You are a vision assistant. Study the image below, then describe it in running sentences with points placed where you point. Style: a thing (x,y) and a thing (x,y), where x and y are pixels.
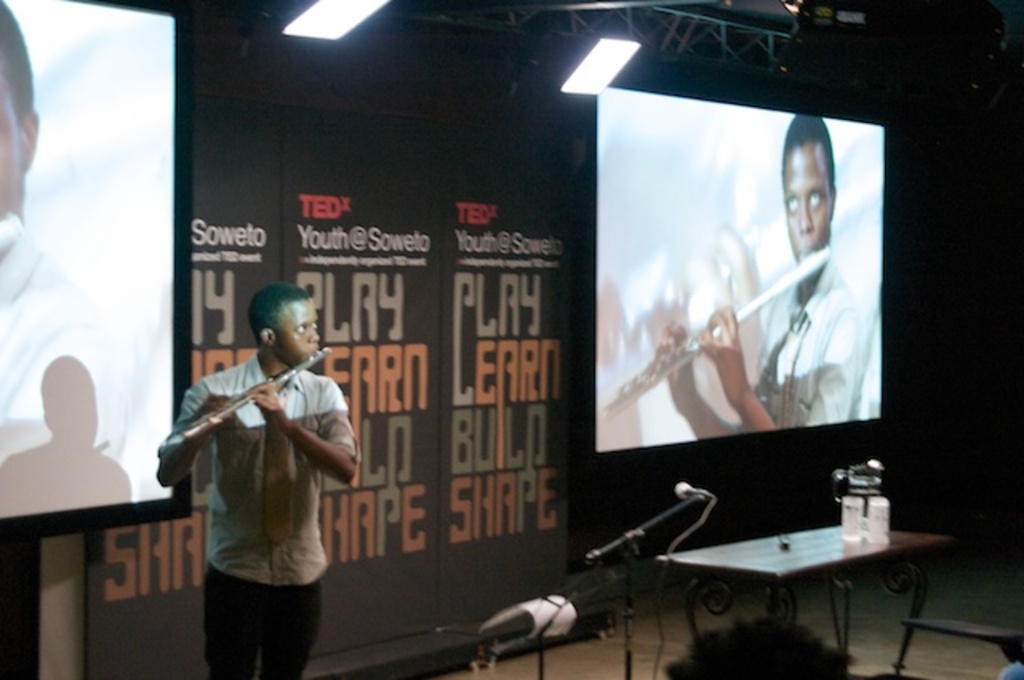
In this image I can see there is a person (211,536) playing a musical instrument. And in front there is a table (867,551). On the table (896,547) there is a jug (853,484) and a glass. And there is a stand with the microphone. And there is a chair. And at the top (609,52) there is a light (614,67) attached to the grill (697,36).
